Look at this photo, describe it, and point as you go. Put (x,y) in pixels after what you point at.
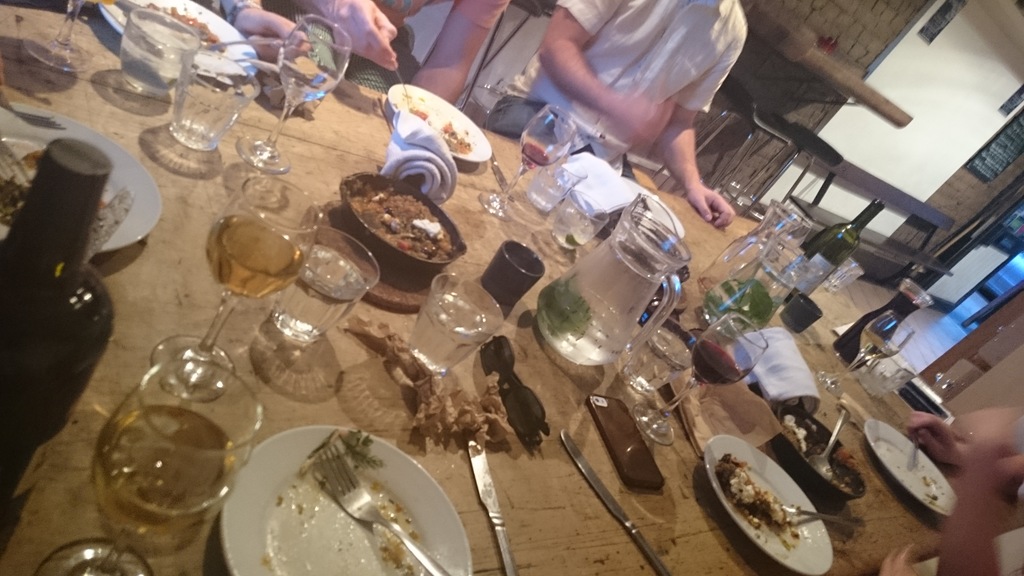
In this image we can see a table (536,374). on the table (202,302) there are cutlery (572,442), crockery (387,502), mobile phones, beverage bottles (54,303) and napkins (423,154). In the background (666,136) we can see persons (680,141) sitting on the chairs (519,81), benches (910,199), walls (945,161), doors (974,273), floor (923,333) and wall hangings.
